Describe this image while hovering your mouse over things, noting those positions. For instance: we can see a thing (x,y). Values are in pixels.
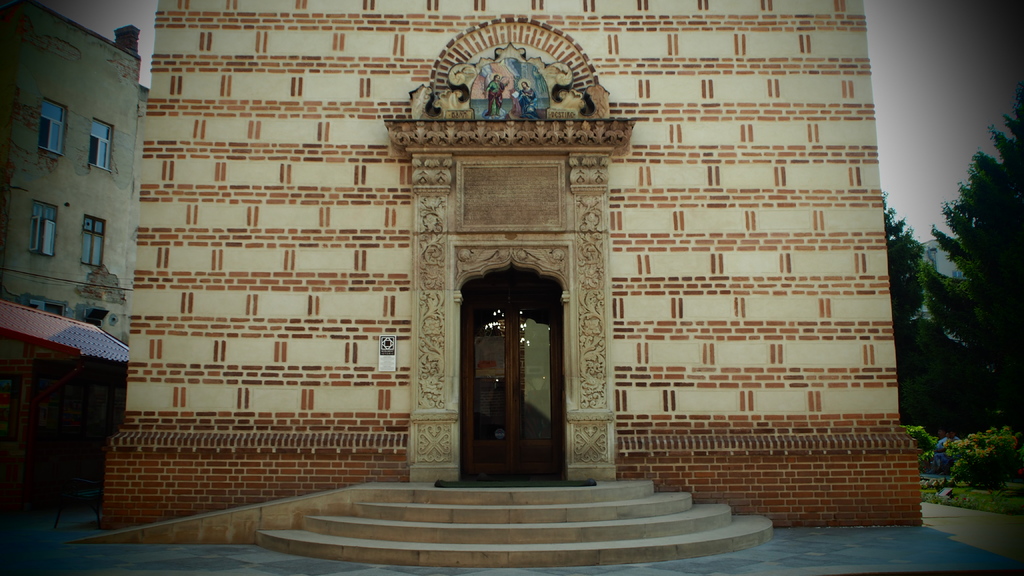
In this picture we can see buildings (219,215) with windows (35,229), sun shade (89,335), steps (472,505), doors (494,462), statue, trees (960,264), plants (990,458) and in the background (952,36) we can see the sky (972,55).
